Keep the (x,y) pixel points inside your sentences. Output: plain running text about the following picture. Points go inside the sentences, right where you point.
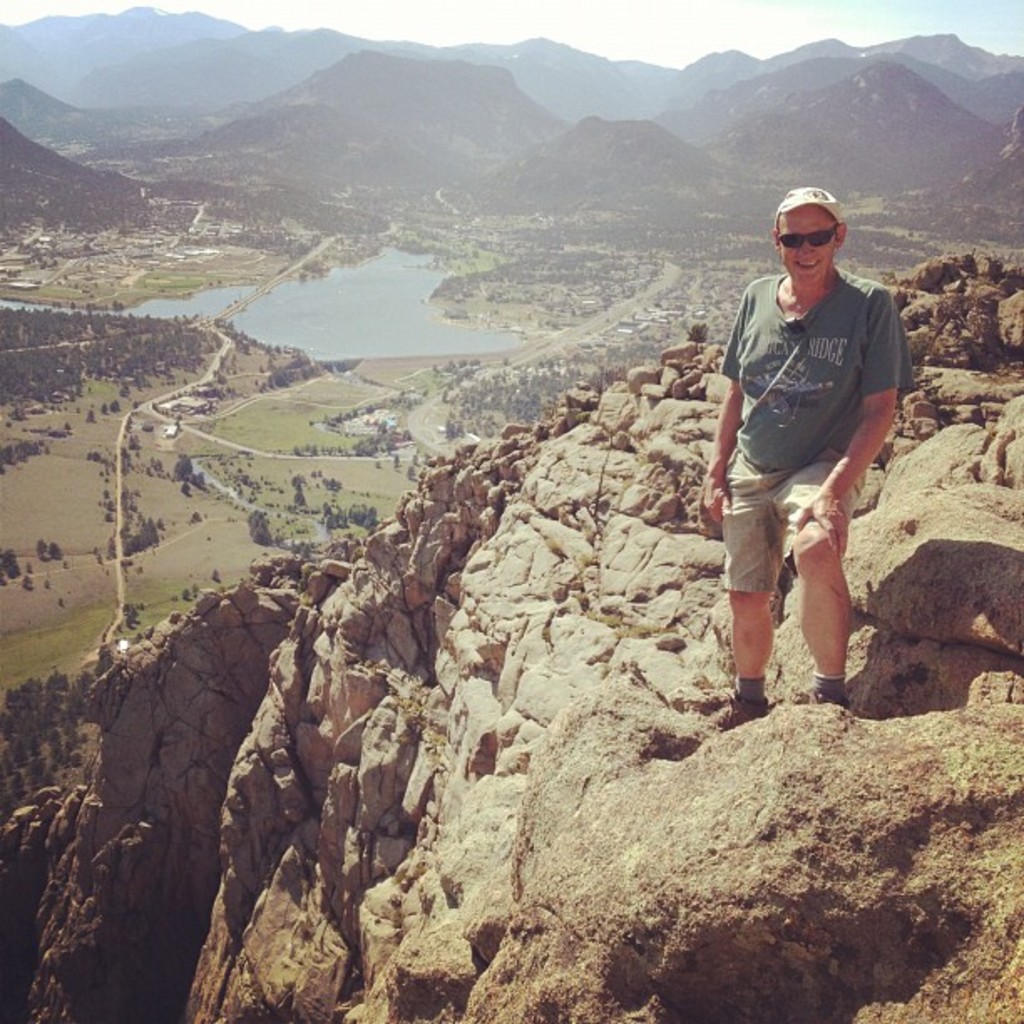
In this image we can see a man (837,431) standing on the rock (801,749). In the background (57,333) there is water (235,294), trees (193,336), hills (464,110) and sky (681,48).
